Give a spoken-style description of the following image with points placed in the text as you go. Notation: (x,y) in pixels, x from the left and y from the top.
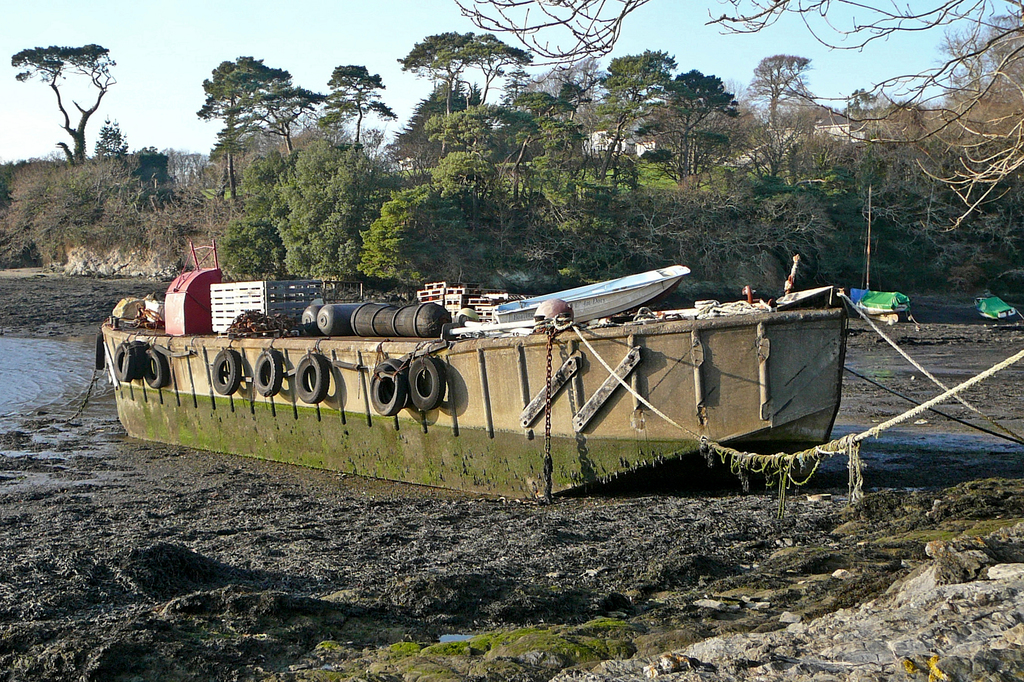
In the center of the image (476,364) we can see one boat (477,401). On the boat (471,389), we can see tires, a few wooden objects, one chain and a few other objects (524,333). And we can see ropes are attached to the boat (741,366). At the bottom of the image (349,589) we can see mud (290,593) and stones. In the background (187,41), we can see the sky (630,19), trees (800,9), green color objects (1005,314), water (11,362) and a few other objects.
